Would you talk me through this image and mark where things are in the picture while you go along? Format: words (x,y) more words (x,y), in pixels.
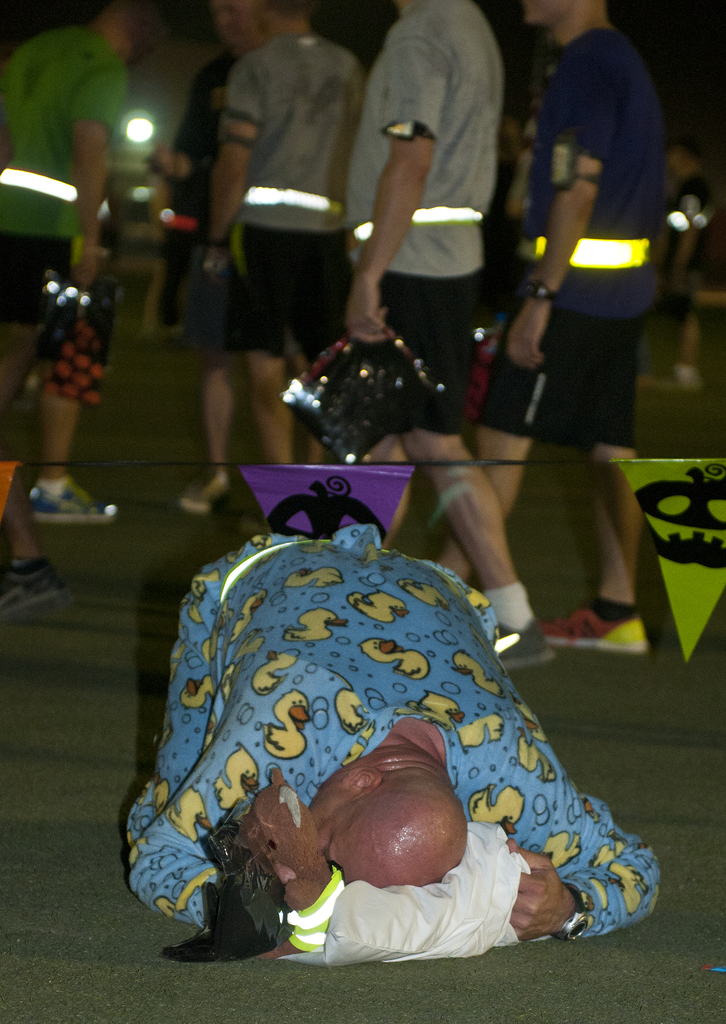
In the picture we can see a man (450,846) sitting on knees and sleeping, holding something (321,899) with hands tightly and he is with a bald head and behind him we can see some men (97,132) are walking and far away from them we can see a light (148,133).
